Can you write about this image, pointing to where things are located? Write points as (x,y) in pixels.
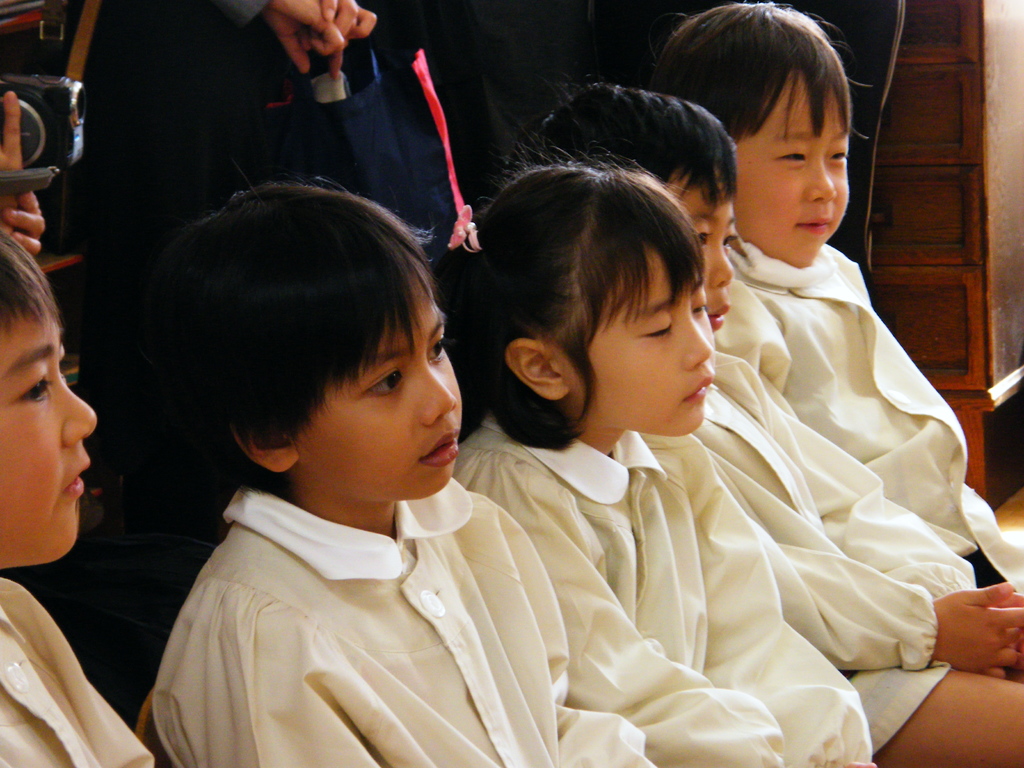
In the foreground of this picture (787,420), there are boys (842,339) and a girl (618,420) sitting in white dresses (867,405). In the background (473,46), we can see a person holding camera (55,87) and a person (334,75) standing.
